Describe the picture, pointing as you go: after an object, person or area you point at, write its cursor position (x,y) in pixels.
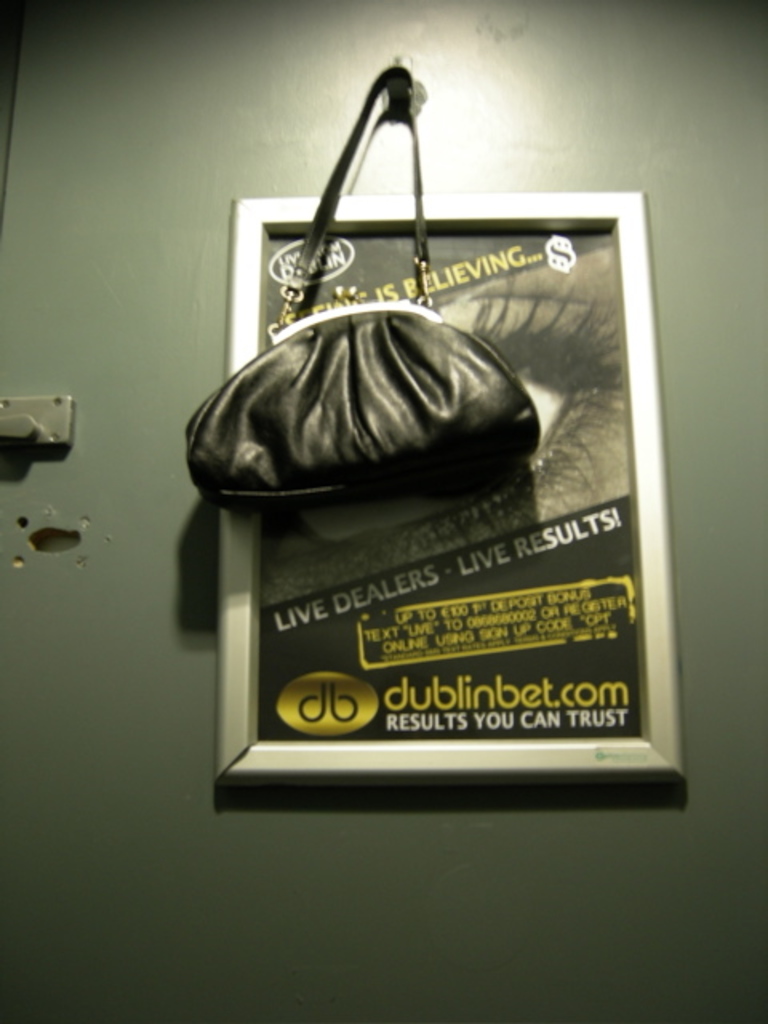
There is a bag (361,325) hanged on the wall (428,100). And there is a photo frame (530,605) on the wall (15,761).
